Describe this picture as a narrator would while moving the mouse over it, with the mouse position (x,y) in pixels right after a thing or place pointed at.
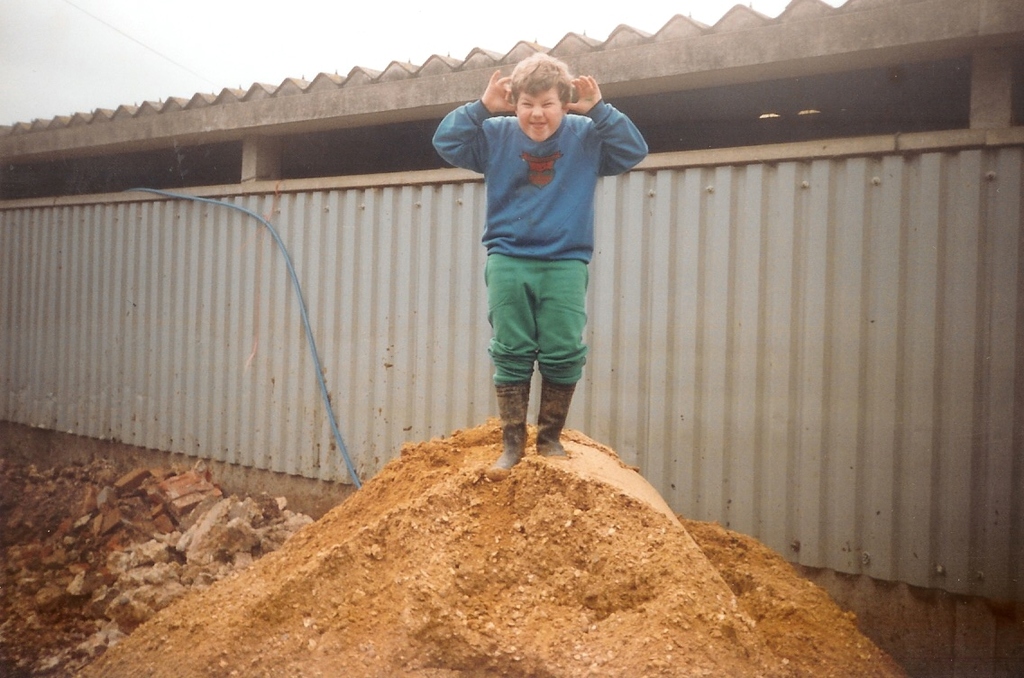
In this image I can see a boy (532,193) wearing blue, green and brown colored dress (541,300) is standing on the sand (555,577). I can see few bricks (109,515), the metal wall (715,410), a pipe (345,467) and a shed (192,166). In the background (380,29) I can see the sky (293,22).
